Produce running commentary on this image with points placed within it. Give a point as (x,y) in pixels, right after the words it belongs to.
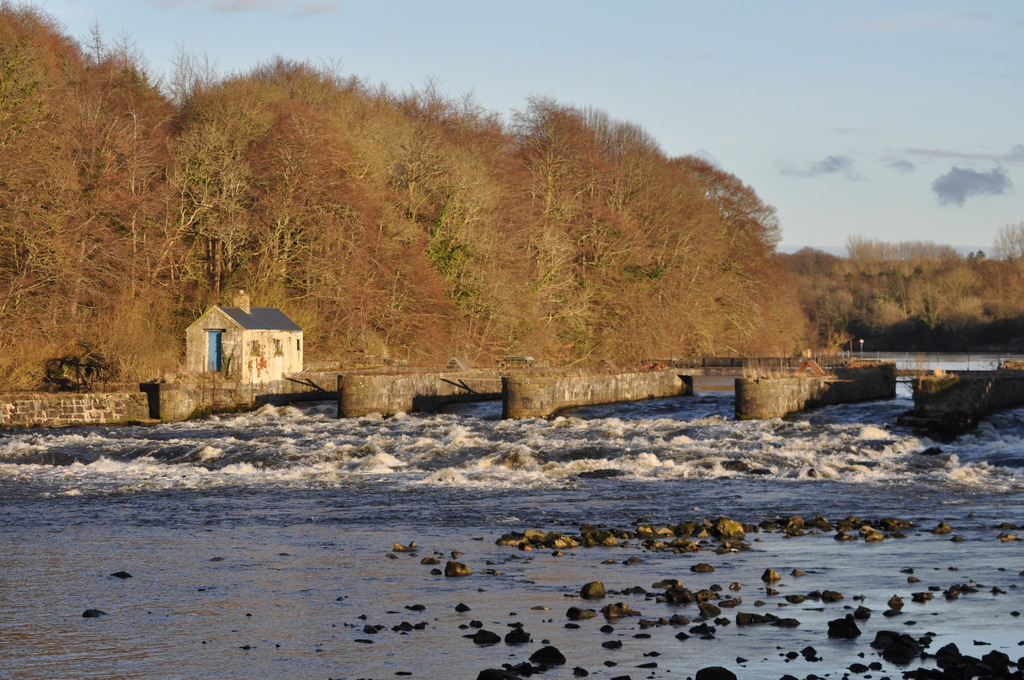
In the center of the image (559,336) we can see bridge (645,379), house (242,332), trees (505,234), water (425,436) are there. At the top of the image (690,76) clouds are present in the sky (670,141). At the bottom of the image (671,587) some stones (702,596) are there.
